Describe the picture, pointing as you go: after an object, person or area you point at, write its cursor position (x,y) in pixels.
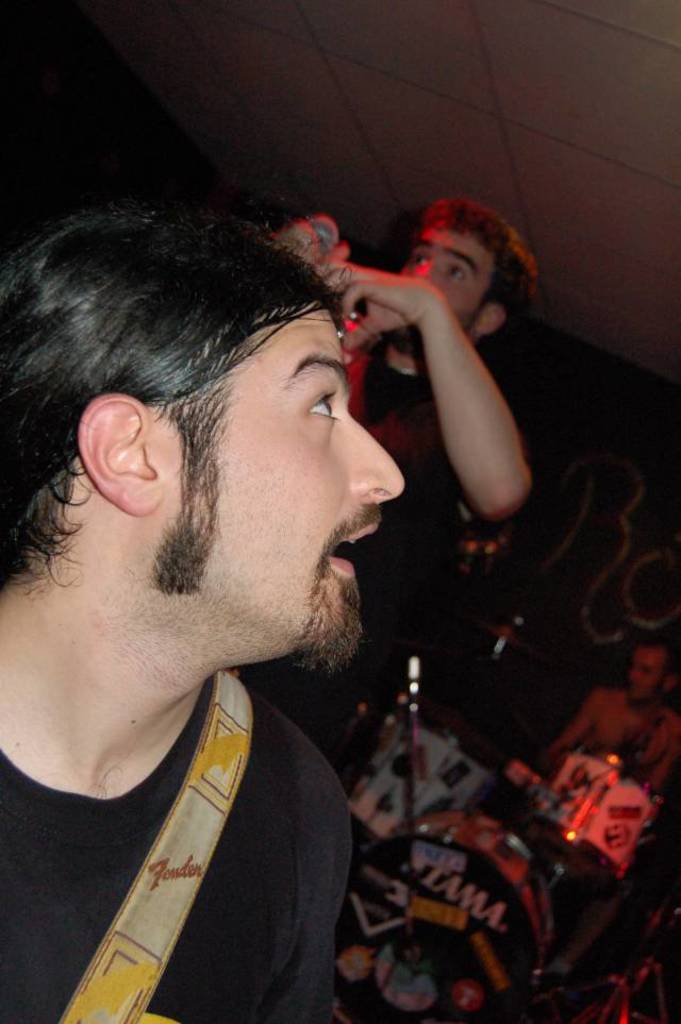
In this image there is a person (226,517) truncated towards the bottom of the image (117,706), there is a person (402,356) standing and holding an object (327,233), there is a person (582,724) playing musical instruments (461,871), there is roof (463,92) truncated towards the top of the image (409,87), there is the wall (606,422) truncated towards the right of the image (611,472), there is text (596,480) on the wall (580,466), there is wall (53,141) truncated towards the left of the image (54,124).
